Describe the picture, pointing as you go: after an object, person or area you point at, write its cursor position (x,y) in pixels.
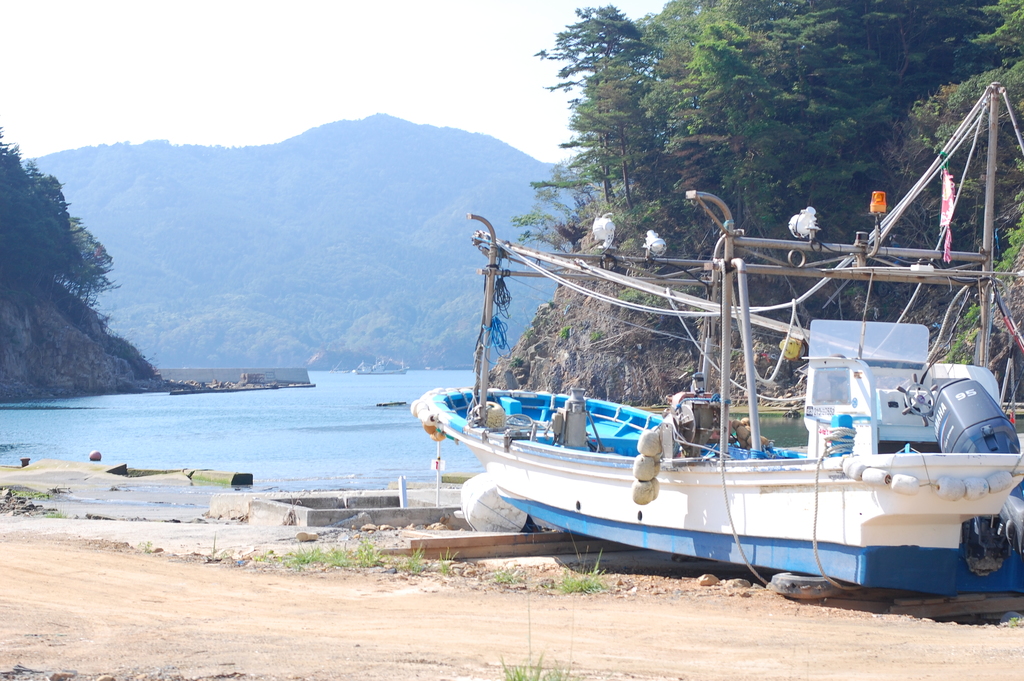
In the right side (749,498) it is a boat (757,528) which is in white color, in the middle (377,426) this is water (315,422) and these are the hills (358,255).
